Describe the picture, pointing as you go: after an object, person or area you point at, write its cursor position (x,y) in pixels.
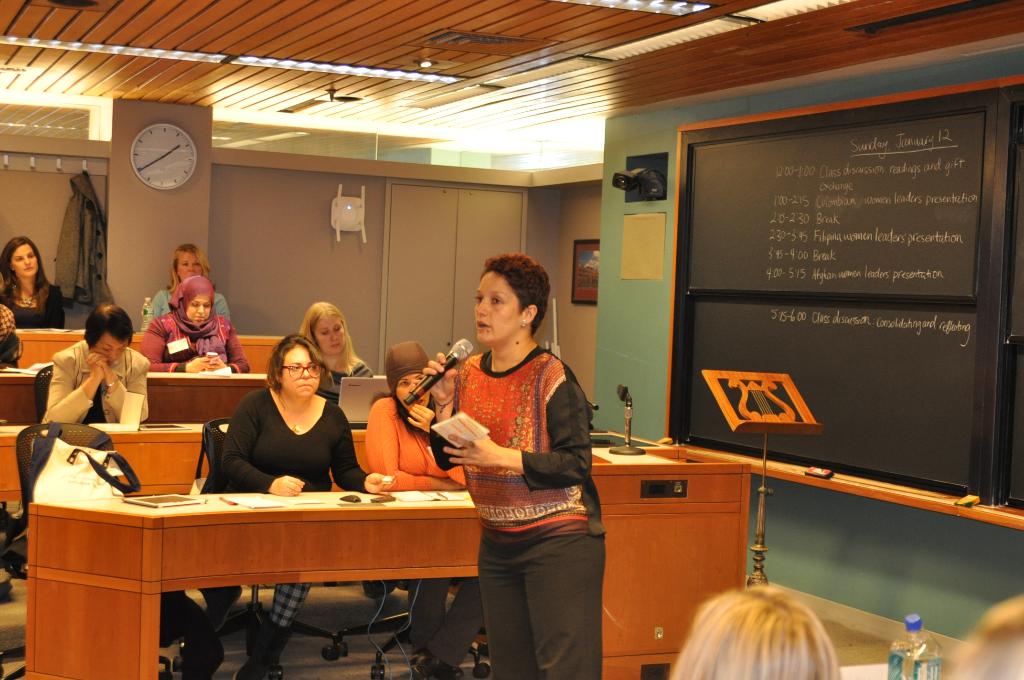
In this image, there are some persons (78,408) wearing colorful clothes (386,439) and sitting in a chair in front of this desk (445,562). This person (519,385) is standing and holding a mic (446,363) with her hands (449,388). There is a board (810,281) behind this person (575,431). There is clock (144,177) on the wall (184,200). There is wall (316,235) behind these persons (311,322).
